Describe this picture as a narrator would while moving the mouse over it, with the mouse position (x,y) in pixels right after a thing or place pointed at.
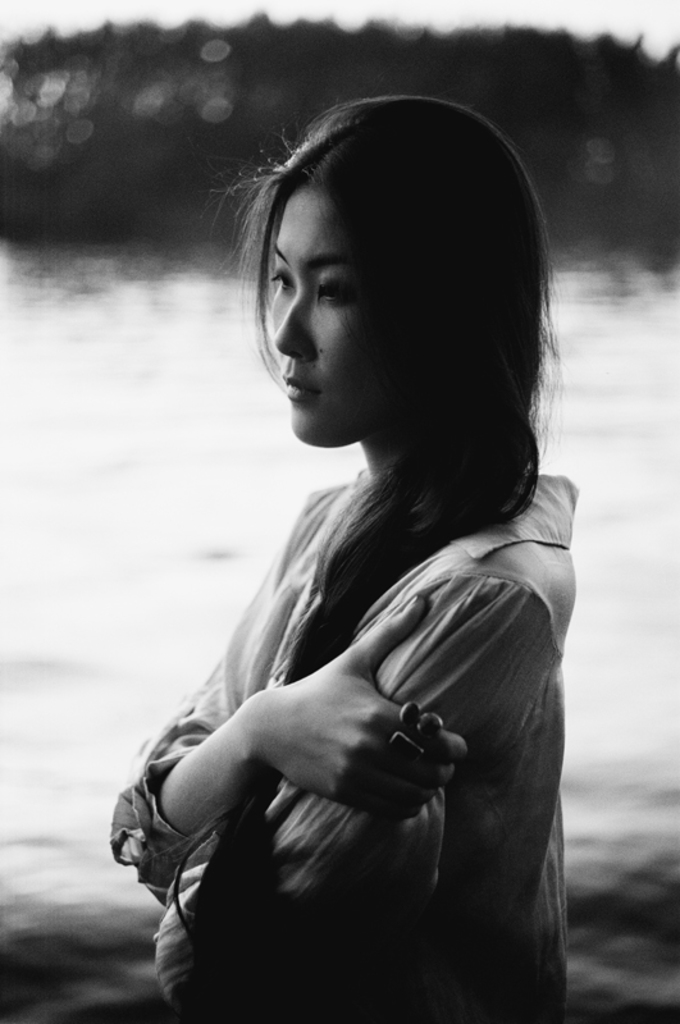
As we can see in the image there is water (128,337), a woman (427,450) standing in the front (417,378) and in the background (336,91) there are trees (356,58).
